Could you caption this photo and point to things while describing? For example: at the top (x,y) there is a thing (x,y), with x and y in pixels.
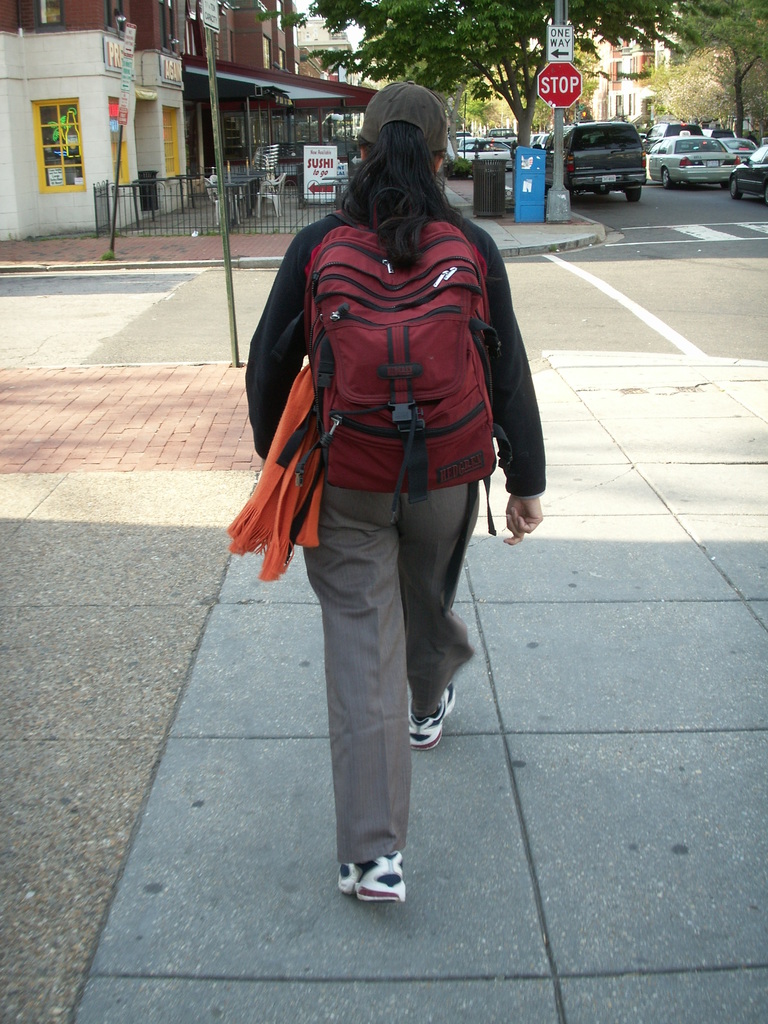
A woman (392,555) is walking on the sidewalk zone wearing bag (423,325), cap (419,112) and shoes (392,892). In the background (204,56) we can see building (619,86), fence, pole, signboard (558,93), dustbin (488,185), vehicles (630,142), trees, etc.
